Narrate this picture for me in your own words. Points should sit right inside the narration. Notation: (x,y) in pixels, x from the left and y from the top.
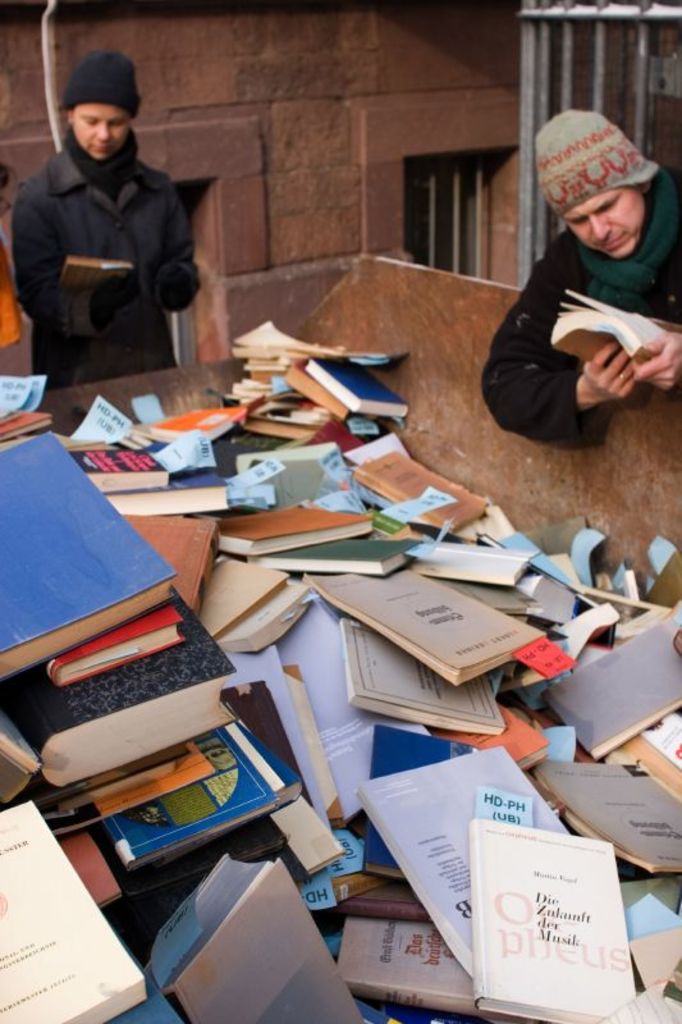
Here we can see many books (356,573) on a platform (633,504) and there are two men (89,183) on the left (129,278) and right holding books (89,260) in their hands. In the background (320,66) we can see wall (321,24), windows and a metal object (621,86).
